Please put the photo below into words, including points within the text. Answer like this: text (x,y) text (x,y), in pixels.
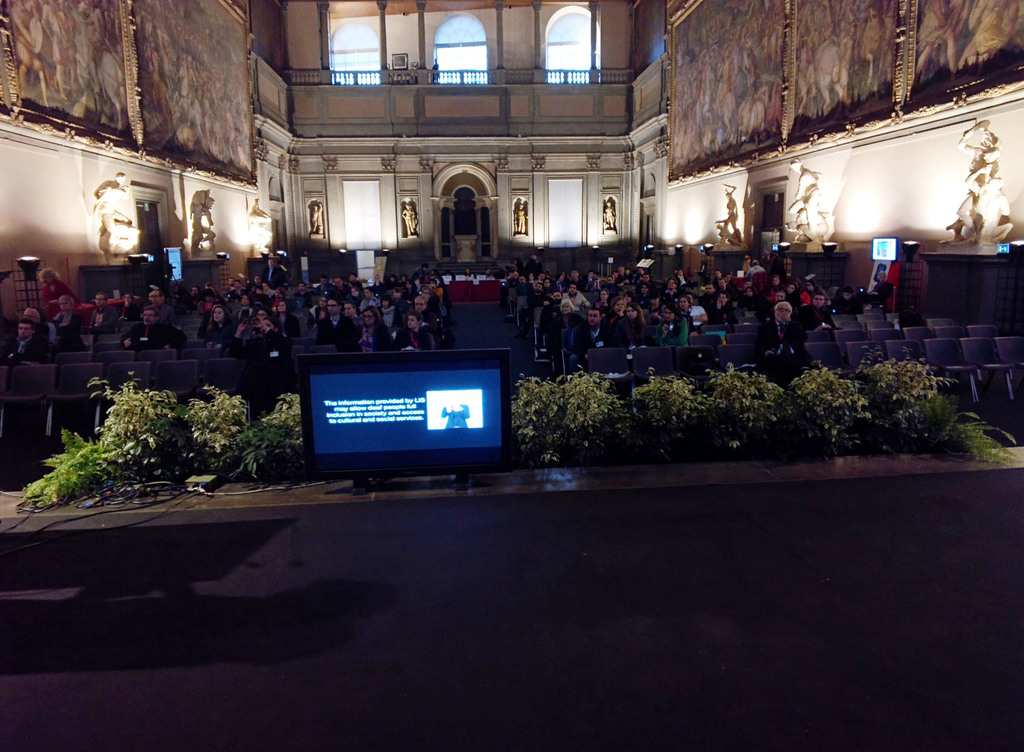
In this picture we can see television screen (375,431) on the stage (480,501). Here we can see a electronic box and some wire (211,492) connected to it. Beside that we can see plants (546,441). On the back (150,328) we can see group of persons (156,345) was sitting on the chair (725,354). On the wall (740,185) we can see many statues (981,192). On the top (420,81) we can see window (557,14), fencing (481,83) and pillars (498,42). On the top right corner (774,24) we can see painting (727,49).
